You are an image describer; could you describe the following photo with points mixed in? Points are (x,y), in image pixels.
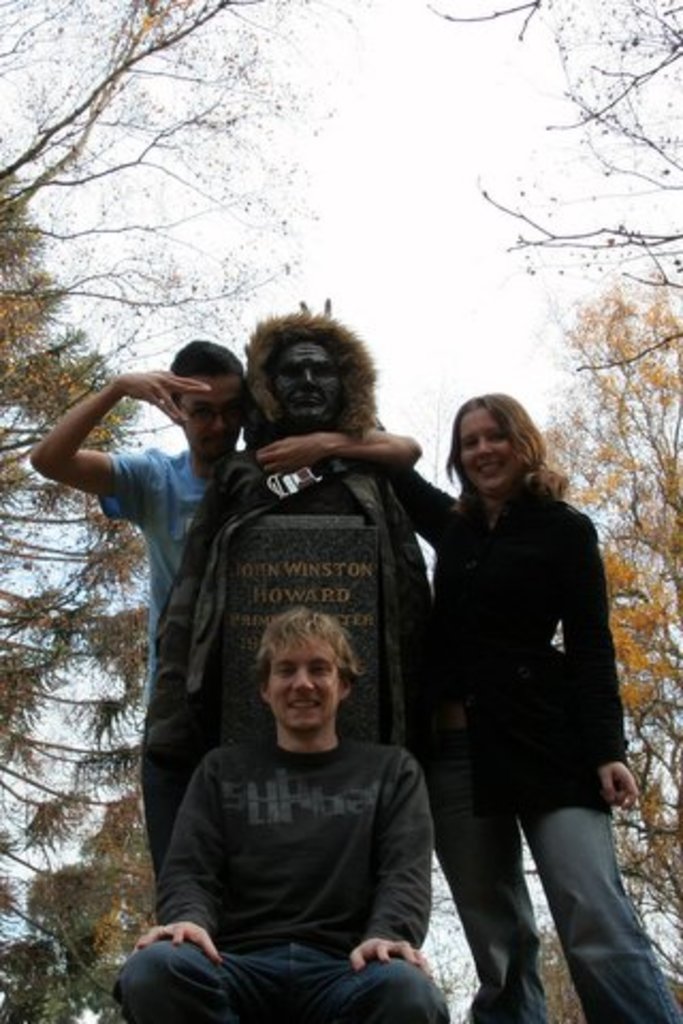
In the center of the image (349,496) there is a statue (250,631). There are people (503,603) standing beside it. At the bottom of the image (221,826) there is a person (361,989) in squat position. In the background of the image (635,622) there are trees (84,895). There is sky (384,84).
